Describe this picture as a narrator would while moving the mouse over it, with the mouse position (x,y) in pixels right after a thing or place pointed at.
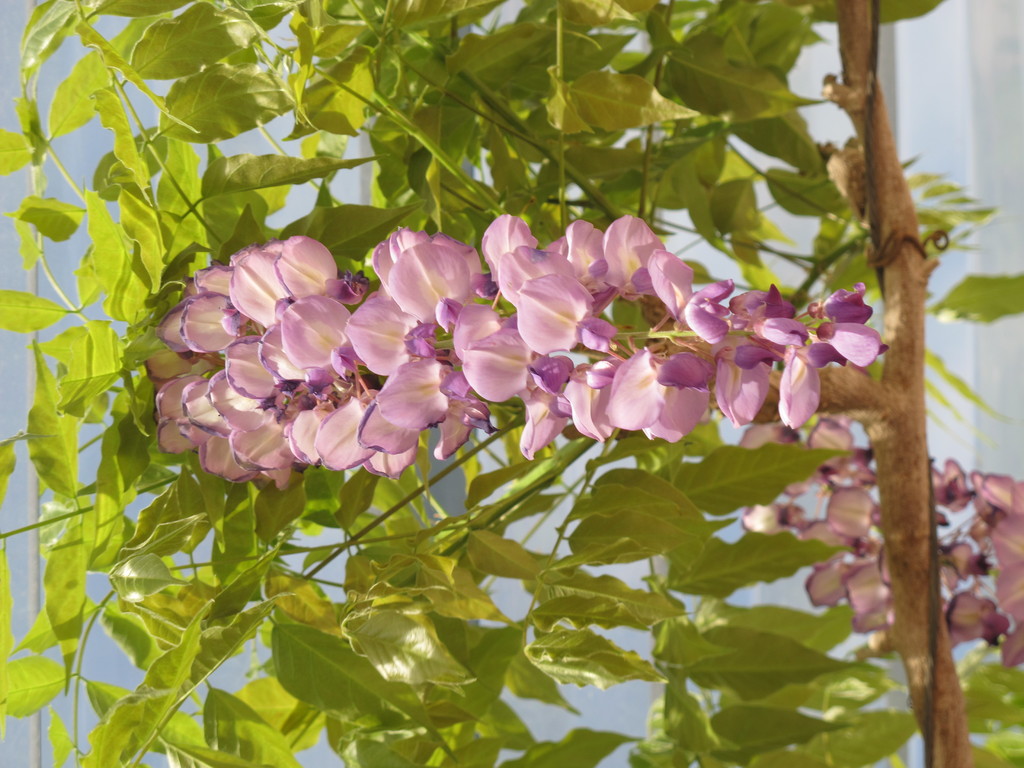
In this image we can see there are plants (706,539) and flowers (387,318).
